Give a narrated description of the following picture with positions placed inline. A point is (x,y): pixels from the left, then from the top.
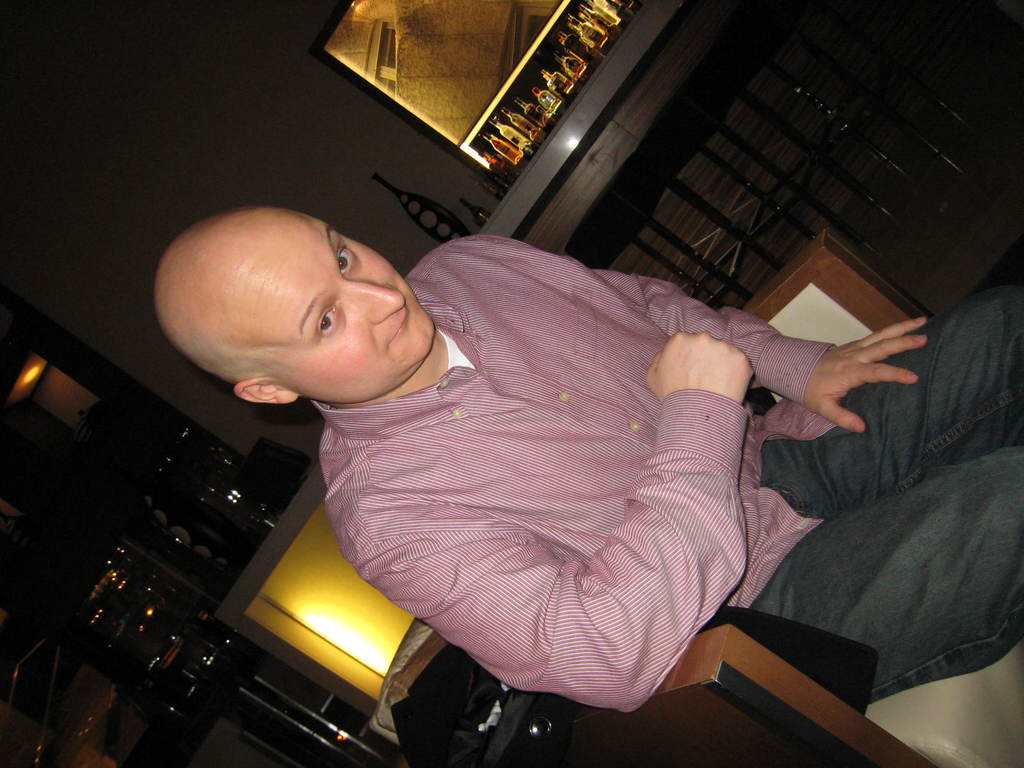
In this picture, we see a man (580,275) is sitting on the chair (990,748). Behind him, we see a wall (316,582) in white and yellow color. Beside him, we see the stools (763,200). On the left side (170,437), we see a rack (200,566) in which white plates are placed. At the top (476,118), we see a rack (525,80) in which the glass bottles (523,110) and the alcohol bottles (493,140) are placed. In the background (483,204), we see a wall (64,236) in brown color. This picture might be clicked in the dark.
